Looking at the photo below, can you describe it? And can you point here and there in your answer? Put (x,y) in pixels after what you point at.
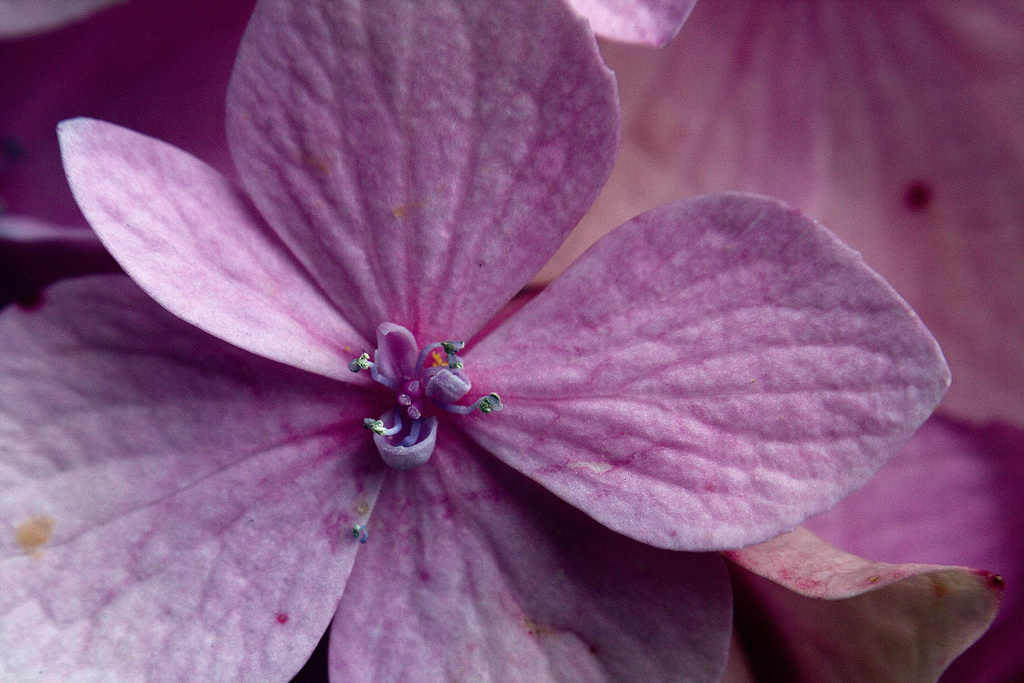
In this image, I can see the flowers (330,173), which are purple in color. These are the petals (267,512) of a flower (165,462).
